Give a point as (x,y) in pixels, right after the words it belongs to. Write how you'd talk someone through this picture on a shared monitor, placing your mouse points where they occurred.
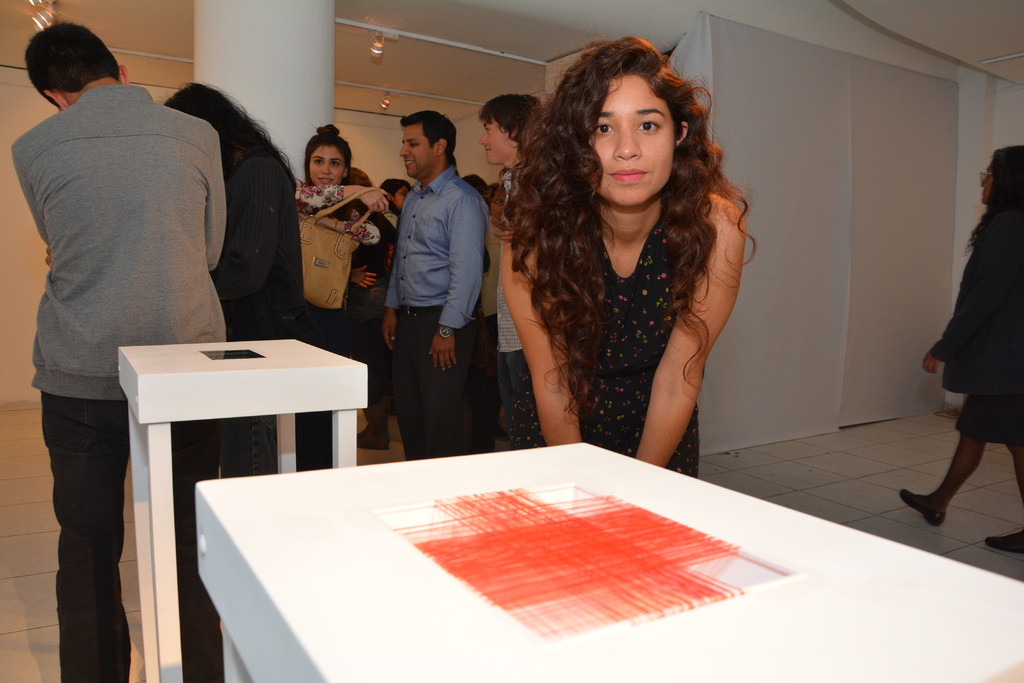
This is a picture taken in a room (562,334), there are group of people (489,288) standing on the floor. The woman (608,351) in black dress (630,358) was also standing on the floor (743,462) in front of the woman (597,415) there are tables (485,630) and on the table (581,664) there is something. Behind the people (481,211) there is a wall (765,178), pillar (259,71) and there are ceiling lights (377,54) on the top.
